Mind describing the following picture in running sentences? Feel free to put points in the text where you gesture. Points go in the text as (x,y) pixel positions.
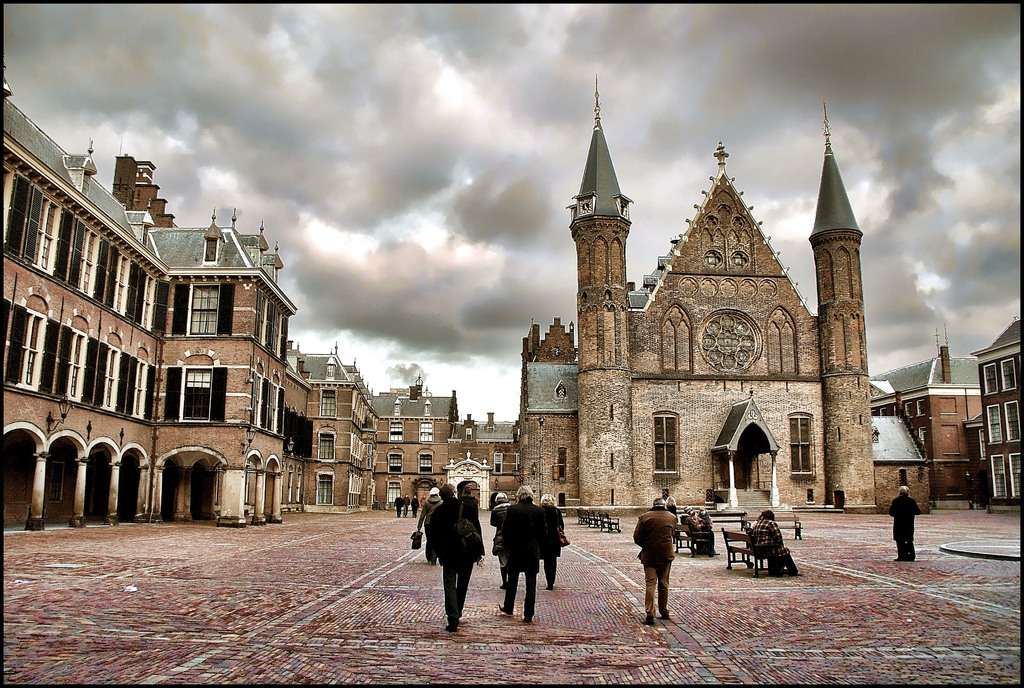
In this picture we can see a group of people (450,605) on the ground (614,639), some people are sitting on benches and in the background (840,441) we can see buildings (832,454), sky (972,84).
